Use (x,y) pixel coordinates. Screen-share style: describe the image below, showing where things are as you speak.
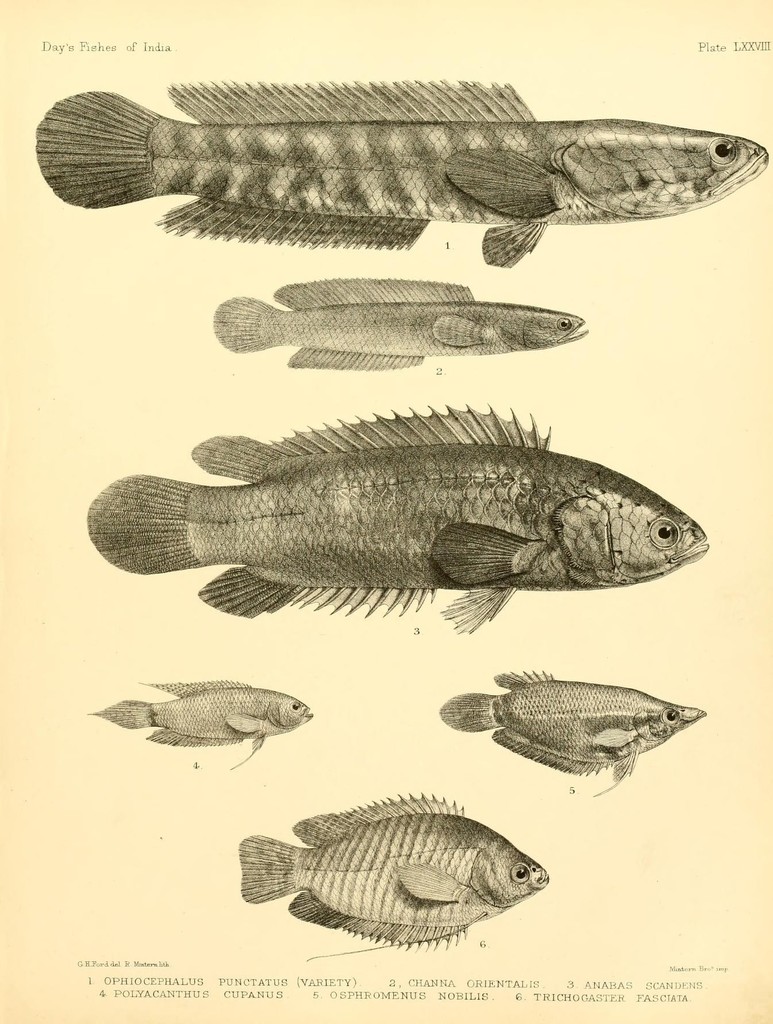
In this image we can see some pictures (304,337) of fish (516,461) on the paper (292,805), also we can see some text (123,979) on it.
